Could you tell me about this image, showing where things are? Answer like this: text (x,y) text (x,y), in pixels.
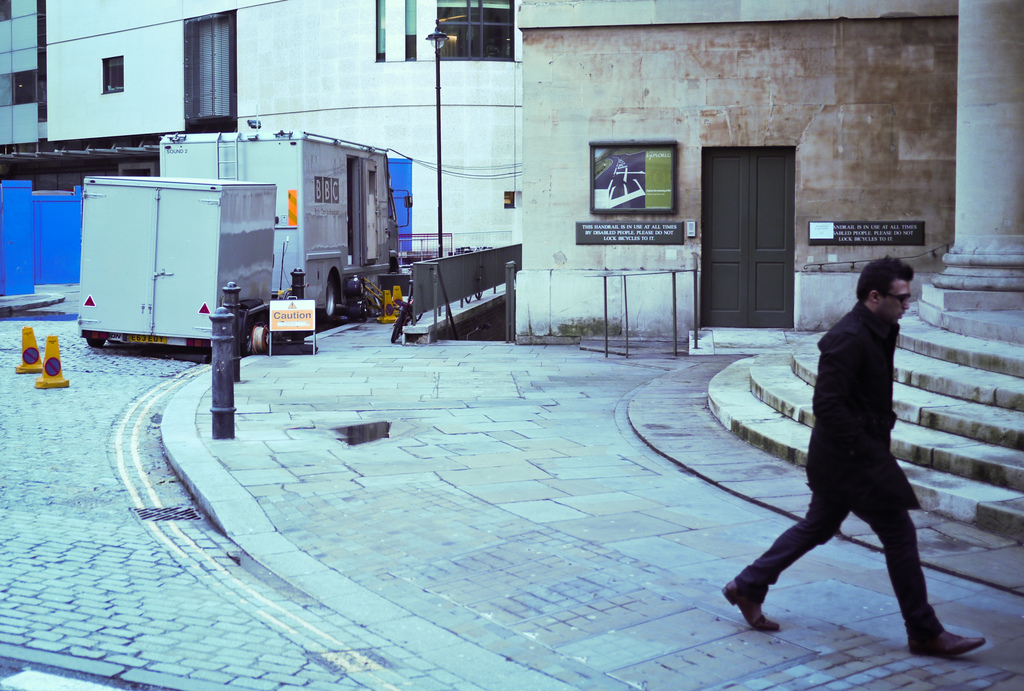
On the right side of the image (854,404), we can see a person (837,396) is walking on the footpath (774,638). Here we can see stairs (1013,406), pillar (1012,188). Background (696,94) we can see buildings (96,59), house (545,143), door (740,226), vehicles (351,267), poles (437,52), board (283,329), traffic cones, light (433,35), name boards (879,229), glass windows (227,89).
